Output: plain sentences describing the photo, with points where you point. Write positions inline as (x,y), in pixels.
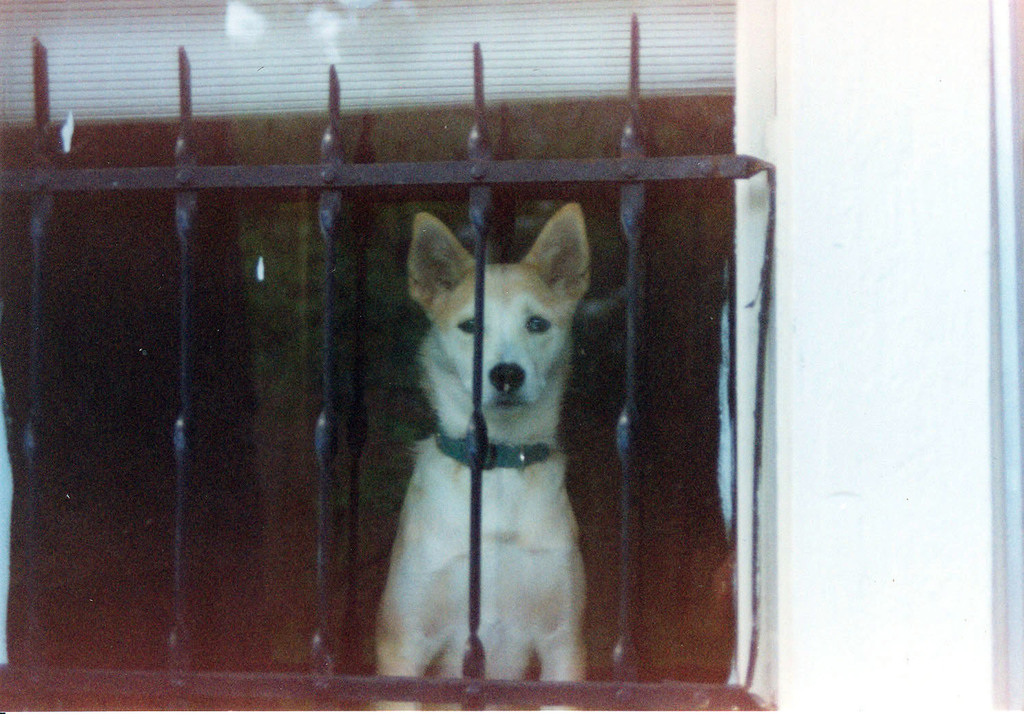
In this picture we can observe a dog (505,537) sitting behind the black color railing (121,170). The dog (524,388) is in white and brown color. We can observe a white color wall (865,409) on the right side (932,431).
